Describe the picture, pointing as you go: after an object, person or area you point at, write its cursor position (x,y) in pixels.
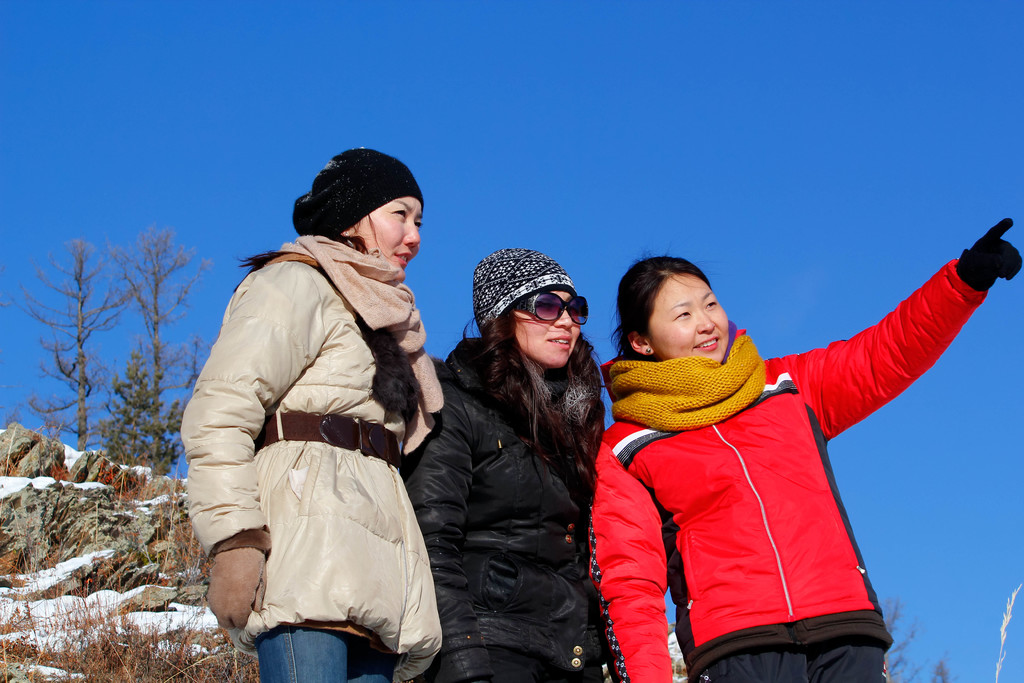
In this image I can see three people (586,439) standing. There are trees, dried plants (145,658), rocks (119,528) and there is snow (110,554). In the background (581,97) there is sky (594,112).
